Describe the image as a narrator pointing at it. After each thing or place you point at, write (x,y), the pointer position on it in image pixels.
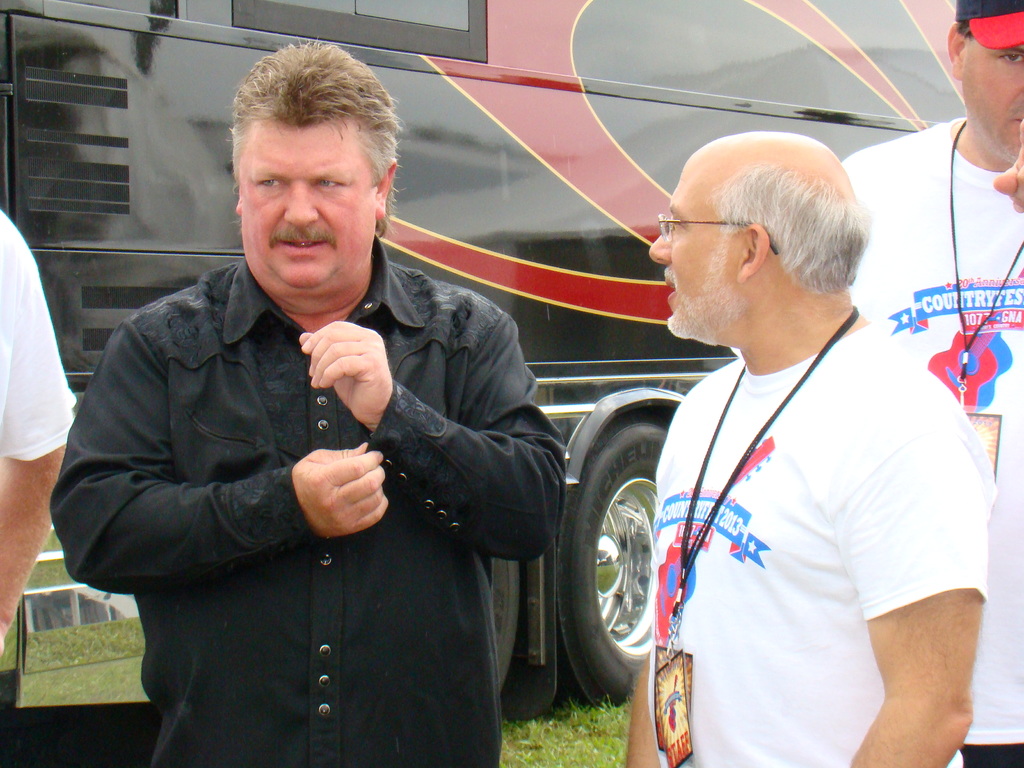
In the picture there is a man (344,646) and he is wearing black shirt (340,547) and around the man (389,425) there are three men (815,486), they are wearing same shirt (768,628) and also id cards (675,656), behind the man (201,309) there is a vehicle (605,102) parked on the grass (556,748).
